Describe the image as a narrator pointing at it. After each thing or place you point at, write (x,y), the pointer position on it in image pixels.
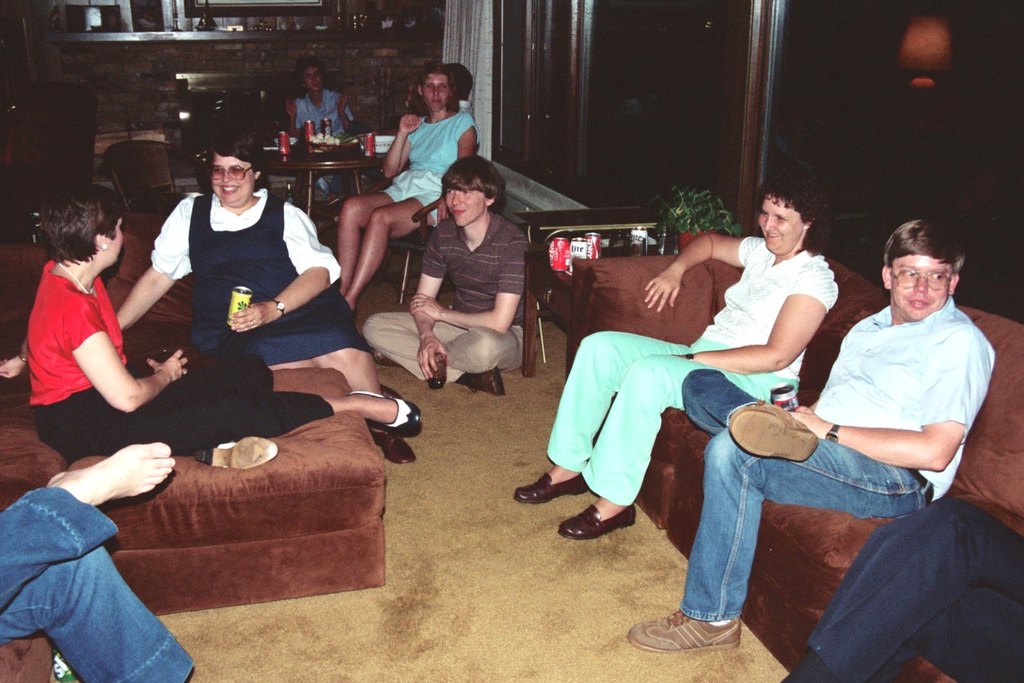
In this image there are a few people (186,407) seated on chairs (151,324) and on the floor (403,255) with a smile on their face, holding drinks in their hands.
